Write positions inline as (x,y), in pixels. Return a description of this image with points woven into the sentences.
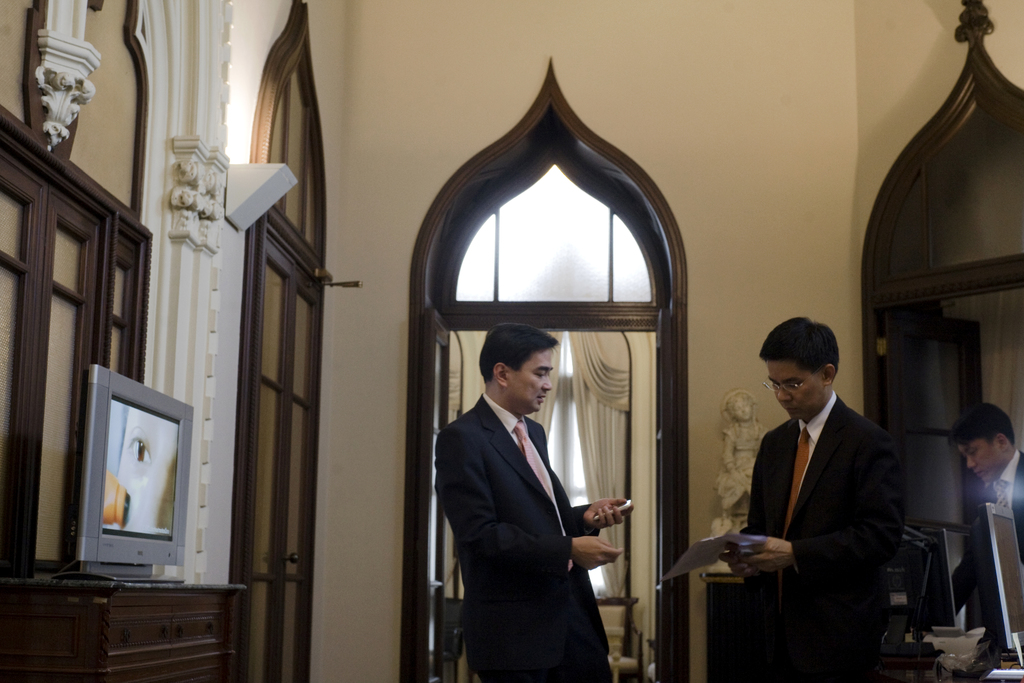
In this picture I can see there are three persons (818,358) standing here and there is a wall (390,456) and a door (678,527) and these persons (820,577) are holding some objects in their hands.
